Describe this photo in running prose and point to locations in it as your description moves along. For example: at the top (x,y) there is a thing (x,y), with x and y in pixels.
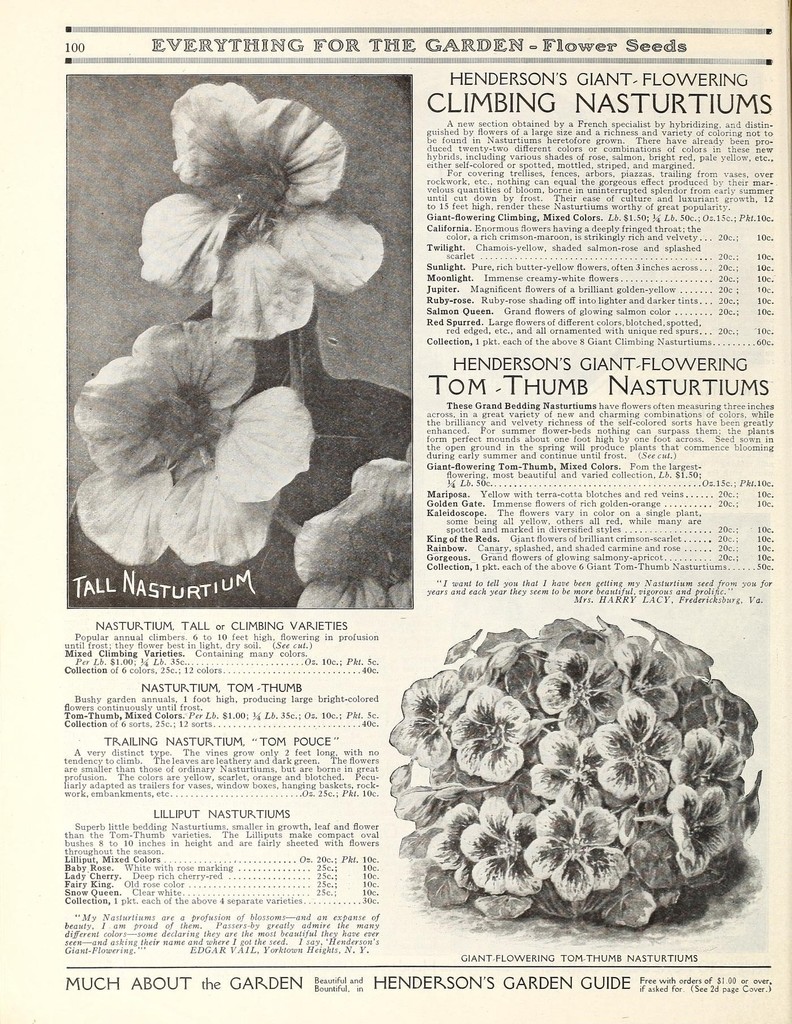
This is a picture of a paper (278,610), where there are photos (180,360) of plants (348,555) with flowers (122,487), paragraphs (548,426), page number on the paper (310,801).
